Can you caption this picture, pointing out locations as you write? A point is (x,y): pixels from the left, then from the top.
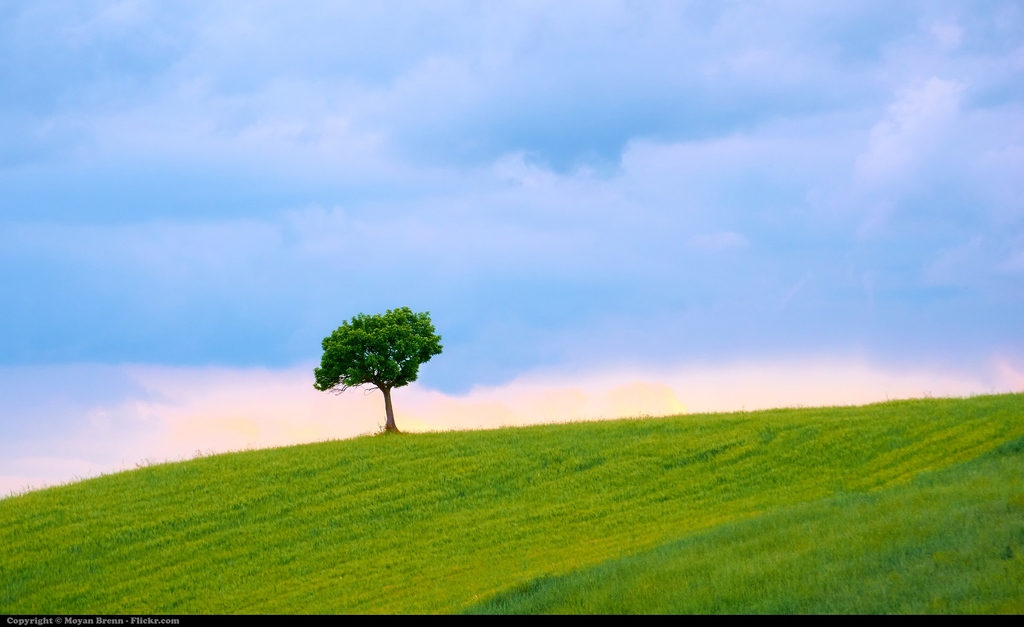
In this picture we can see grass (619,537) on the ground (459,508) and in the background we can see a tree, sky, in the bottom left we can see some text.
